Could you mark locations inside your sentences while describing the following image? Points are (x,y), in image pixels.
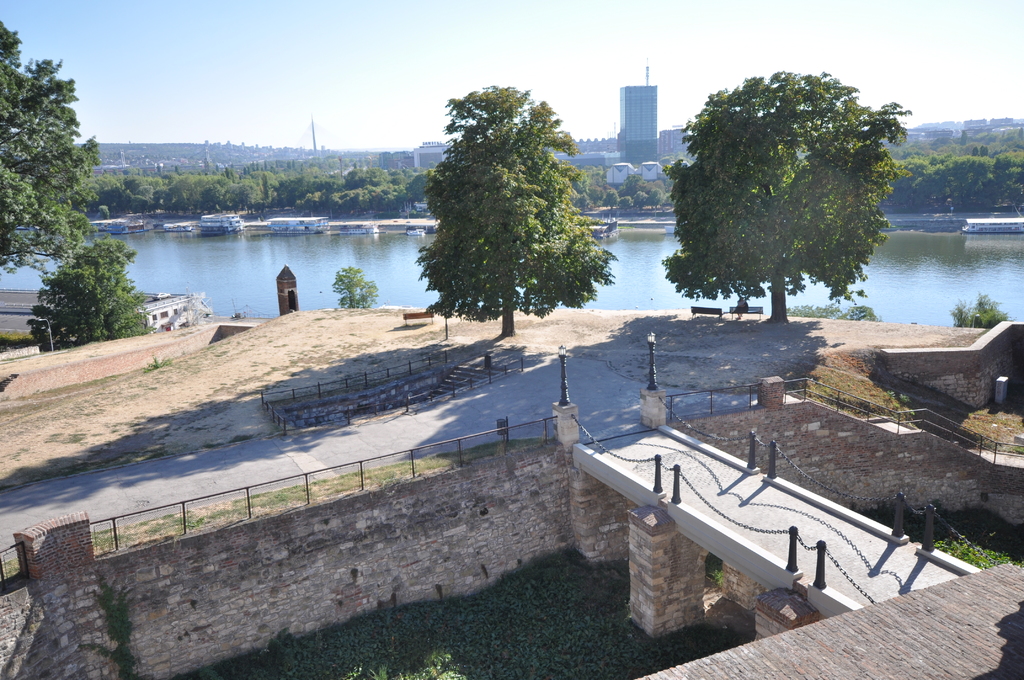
In the center of the image (657,283) there is a lake (224,249) and we can see boats (232,228) on the lake (187,255). There are trees (36,315). At the bottom (786,615) we can see a bridge (739,499). In the background (657,124) there are buildings (642,130) and sky (481,54).
